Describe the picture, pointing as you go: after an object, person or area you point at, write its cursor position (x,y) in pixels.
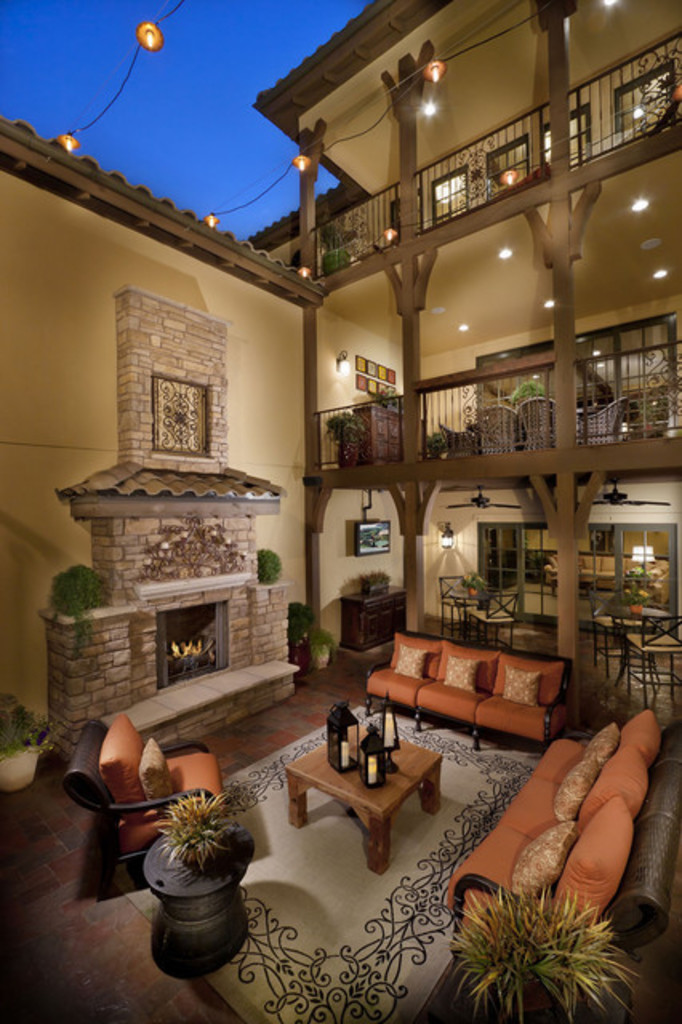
Here we can see a house (437,337) and here there are sofa (579,756) and couches (621,784) and chairs (207,798) and here there is a table (372,763) placed, at the left side (213,636) there is a fireplace (198,608) and there are various lights (424,111) here and there, here at the right (508,947) end we can see a plant (567,952).
